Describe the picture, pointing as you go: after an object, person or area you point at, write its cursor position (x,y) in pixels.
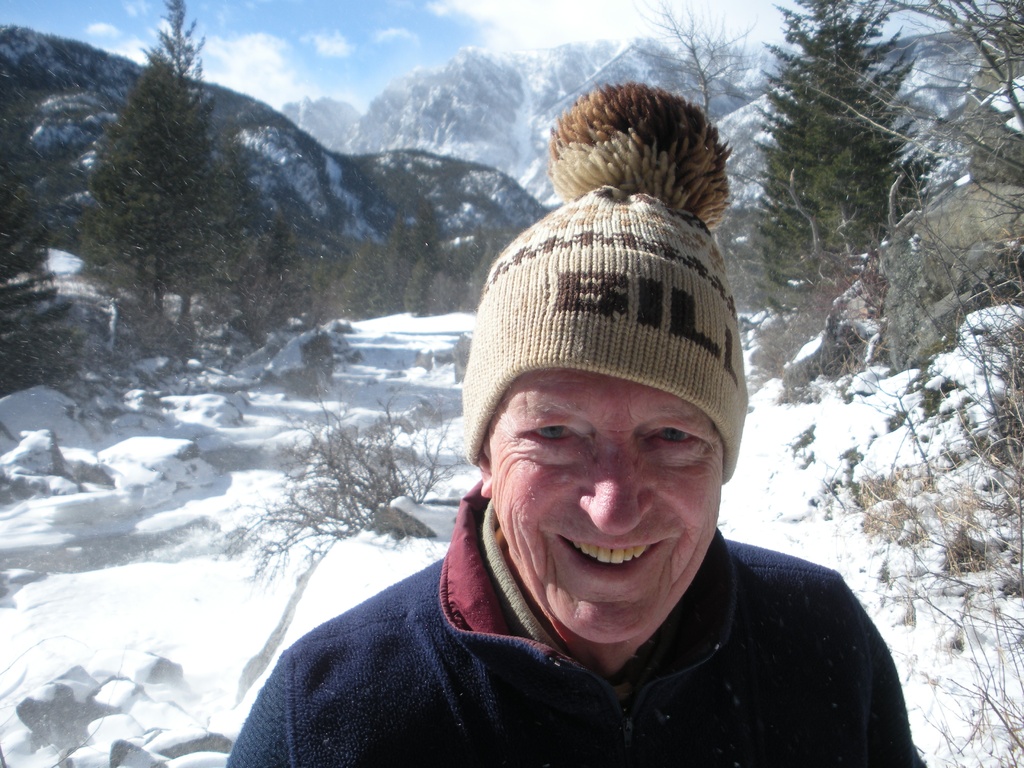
In this picture we can see one person (680,601) is standing on the snow (416,561) and taking picture.
